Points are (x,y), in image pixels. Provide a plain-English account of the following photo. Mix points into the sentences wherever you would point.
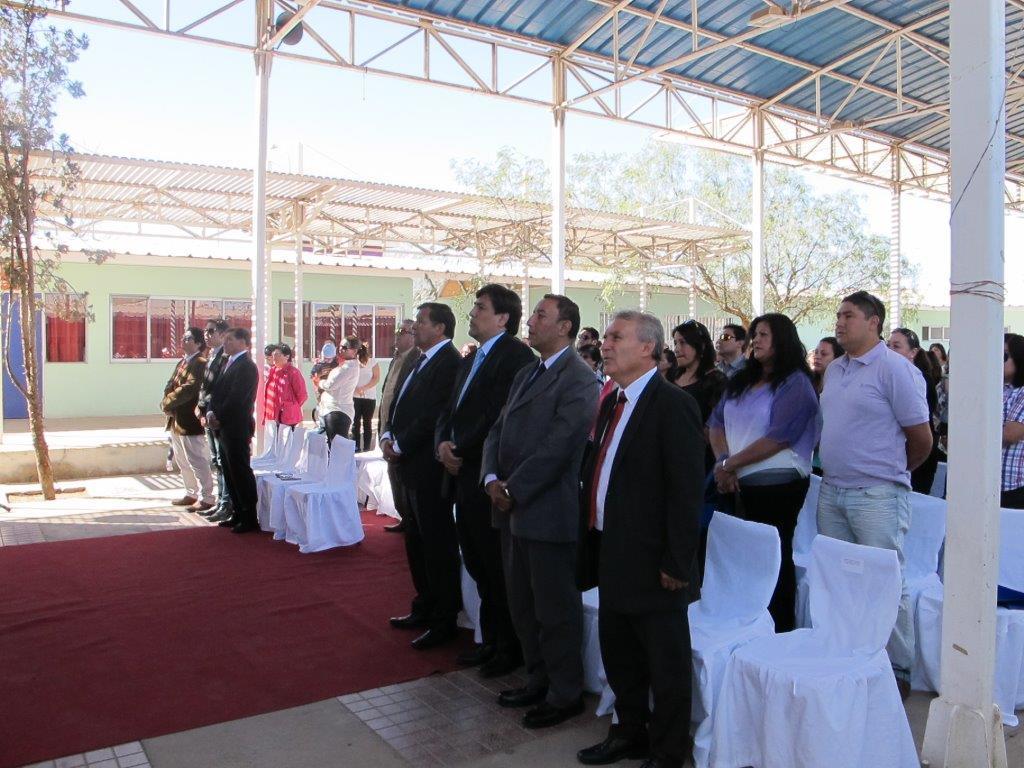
In the center of the image (403,417) we can see people (774,398) standing and there are chairs (839,661). In the background (124,281) there are sheds (567,261), trees (778,277) and sky (431,123). At the bottom (158,730) there is a carpet (150,654).
